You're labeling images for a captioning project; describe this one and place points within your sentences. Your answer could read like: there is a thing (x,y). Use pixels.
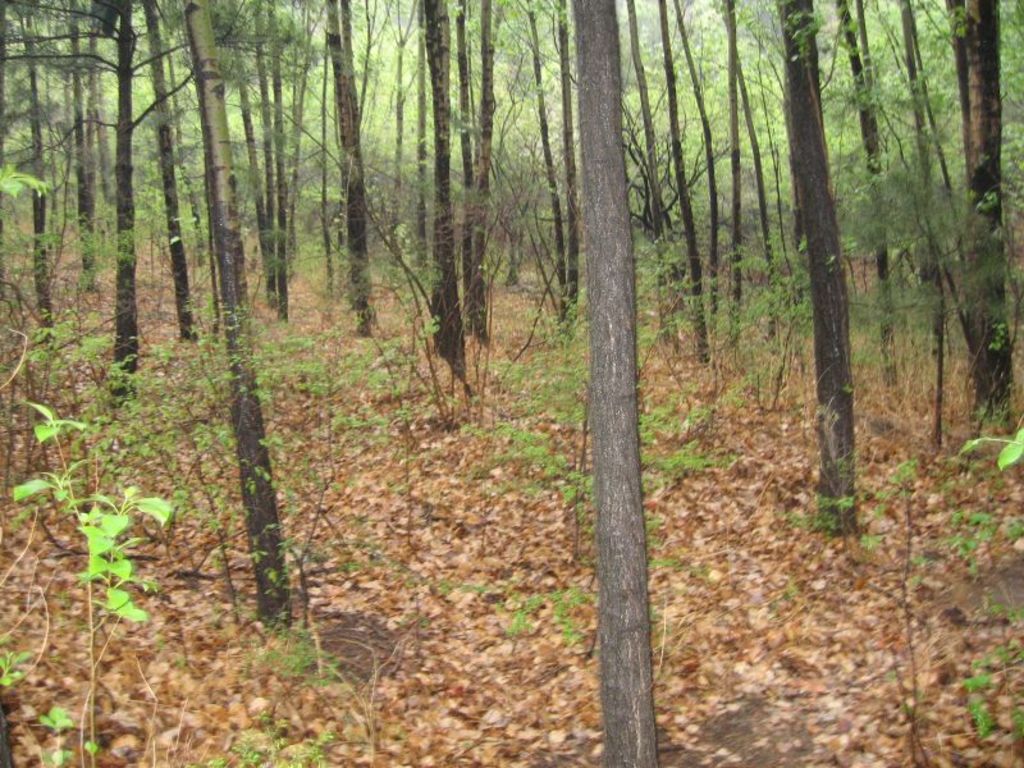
This picture is clicked outside. In the foreground (221,522) we can see the plants (96,524) and the dry leaves (530,637) lying on the ground (927,501) and we can see the trees (743,123) and the trunks (599,65) of the trees (327,254).
